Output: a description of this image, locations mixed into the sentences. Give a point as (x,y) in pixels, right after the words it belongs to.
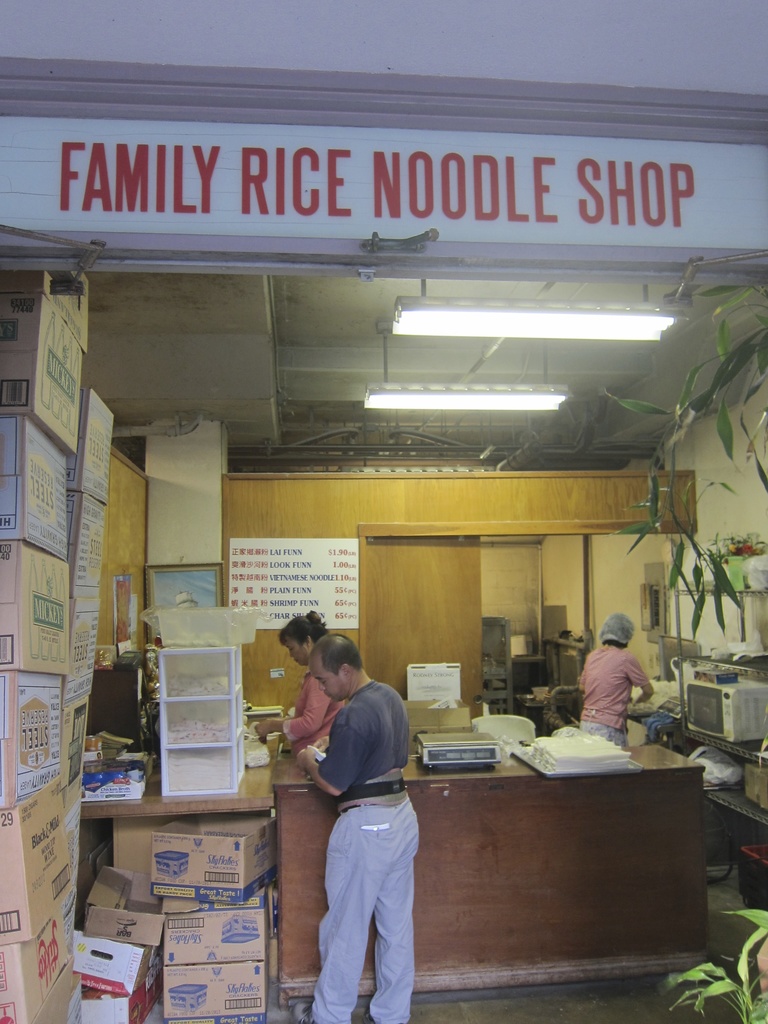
This image is taken indoors. At the bottom of the image (540,997) there is a floor (593,1000). In the background (422,560) there is a wall (569,553) and there are a few things (492,673) on the floor (613,996). On the left side of the image (47,966) there are many cardboard boxes (104,896) with a text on them and there is a table (187,808) with a few things (201,737) on it. There is a board (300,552) with a text (253,576) on it. There is a ceiling (430,360) with two lights (408,315) and there is a board (291,155) with a text (315,161) on it on the wall (529,46). On the right side of the image (731,1004) there is a plant (718,983) and there is an oven (693,722) on the shelf (692,737). A person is standing on the floor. In the middle of the image (322,680) there is a table (524,784) with a few things (446,709) on it and a man (353,778) and a woman (329,732) are standing on the floor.
